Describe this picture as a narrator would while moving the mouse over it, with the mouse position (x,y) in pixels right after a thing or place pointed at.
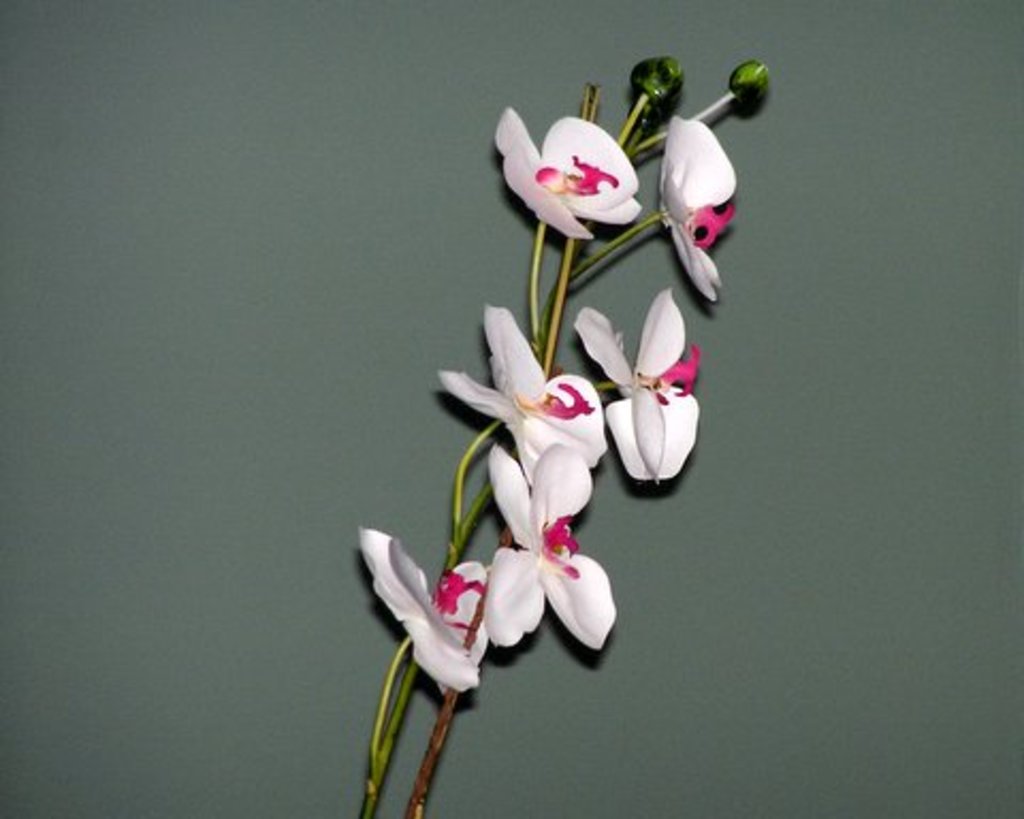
In this image there are white flowers (494,474) on the surface (227,437).
